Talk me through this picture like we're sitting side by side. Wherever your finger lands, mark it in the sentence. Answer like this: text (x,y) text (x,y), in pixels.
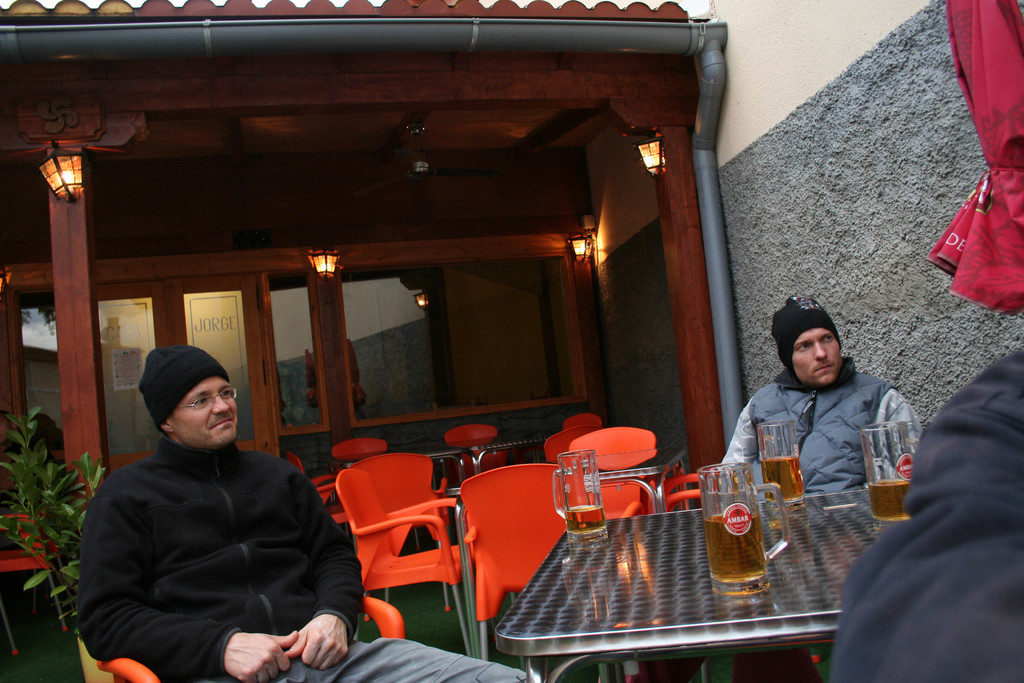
In this picture we can see two persons (825,468) sitting on the chairs (387,628). This is table (620,609). On the table (672,582) there are glasses (716,551). Here we can see a plant (73,500). This is house (403,119) and there is a wall (847,151). And these are the lights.
